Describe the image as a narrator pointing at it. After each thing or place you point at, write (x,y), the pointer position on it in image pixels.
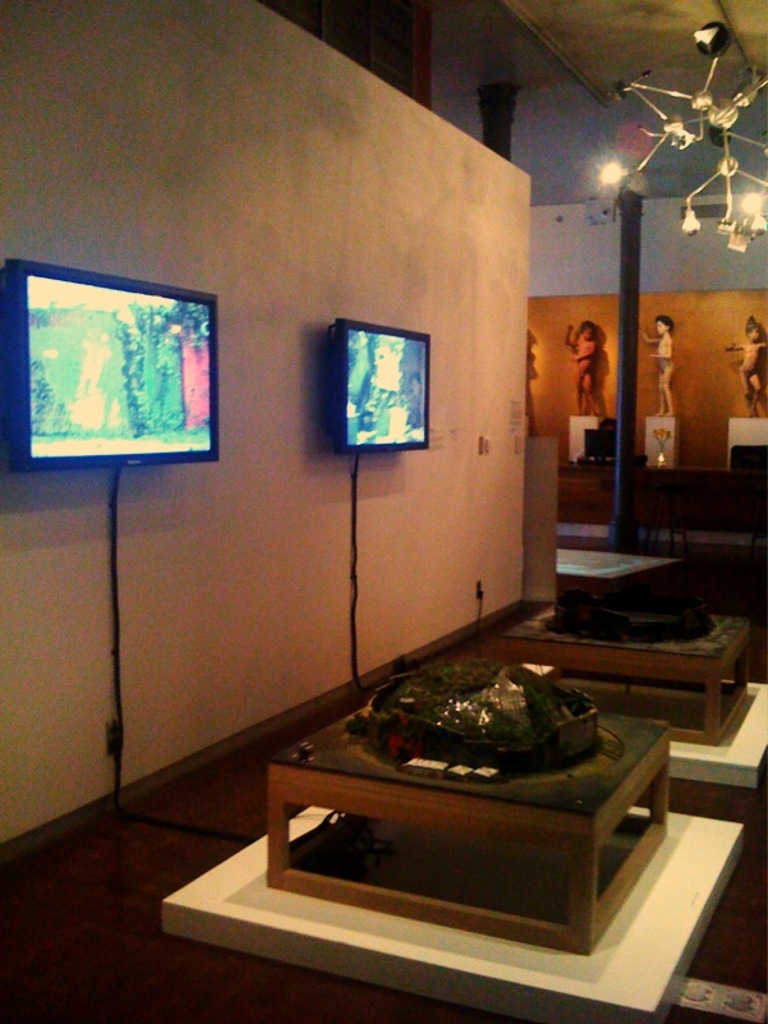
In this image on the left side (195,191) there is a wall (303,190), on the wall (303,190) two systems (394,375) attached, in front of wall (413,594) there are small tables (509,626), on the table (485,748) I can see some objects (457,764), in the middle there is a pole (623,331), there are some sculptures (578,373), there is a chandelier (695,225) attached to the roof (686,65).
